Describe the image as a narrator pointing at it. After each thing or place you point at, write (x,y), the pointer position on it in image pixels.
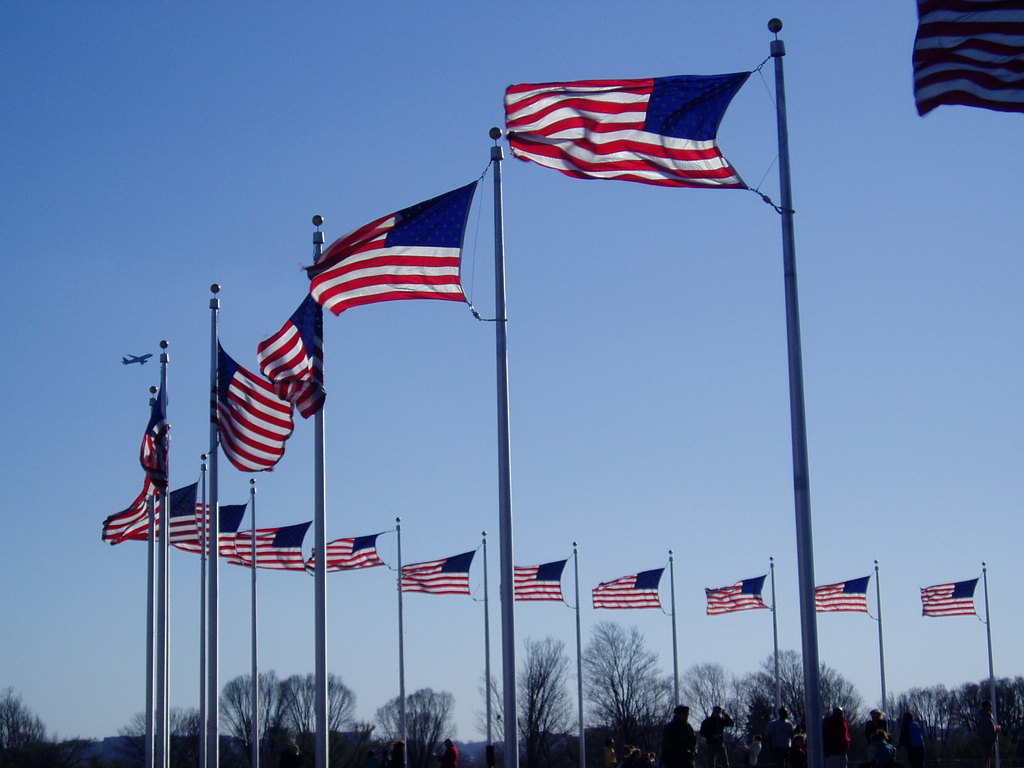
In this image we can see a few people (871,725) standing, there are some American flags (383,217) which are tied to the poles (812,601), we can see some trees (827,712) and an airplane (128,360) flying in the sky (551,254).
